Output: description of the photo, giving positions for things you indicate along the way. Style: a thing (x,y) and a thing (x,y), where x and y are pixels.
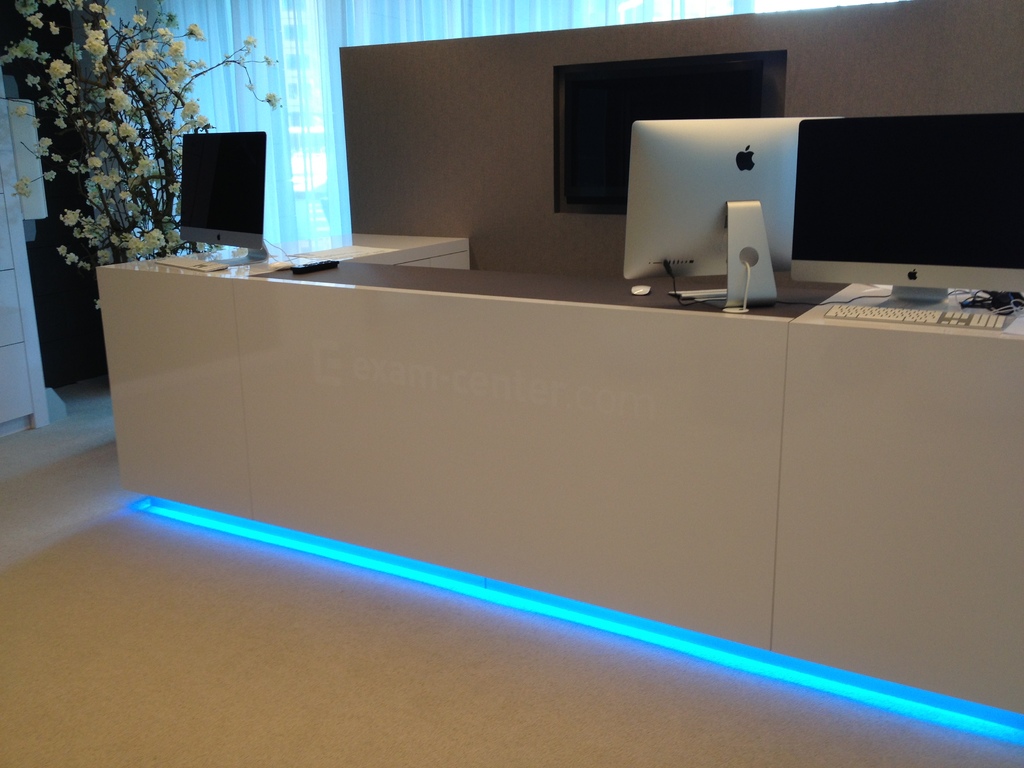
In the picture we can see a desk (195,445) on the floor (614,683) with a monitor (216,195) on it and besides, we can see two other monitors (1013,175) with a keyboard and behind the desk (187,392) we can see a part of the wall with a television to it and beside the desk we can see a plant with flowers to it and in the background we can see a curtain (679,5).
